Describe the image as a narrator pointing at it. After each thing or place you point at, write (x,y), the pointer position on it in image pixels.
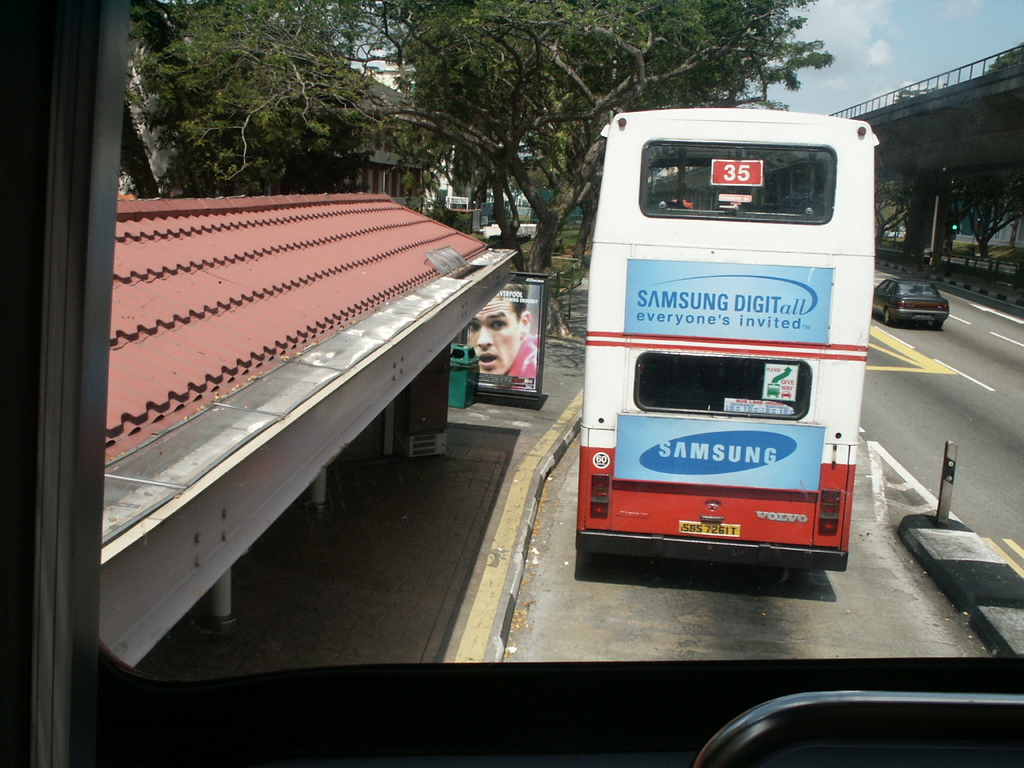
In this picture I can see a bus (704,337) in front (835,355), which is on the road (555,563) and I see a shed (348,317) on the left side of this image (178,446) and on the right side of this picture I can see a car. In the background (270,172) I can see number of trees (258,109), a bridge (985,83) and the sky (831,46). In the middle of this picture (523,366) I can see a board (514,286) on which there is a person's face (483,326).
